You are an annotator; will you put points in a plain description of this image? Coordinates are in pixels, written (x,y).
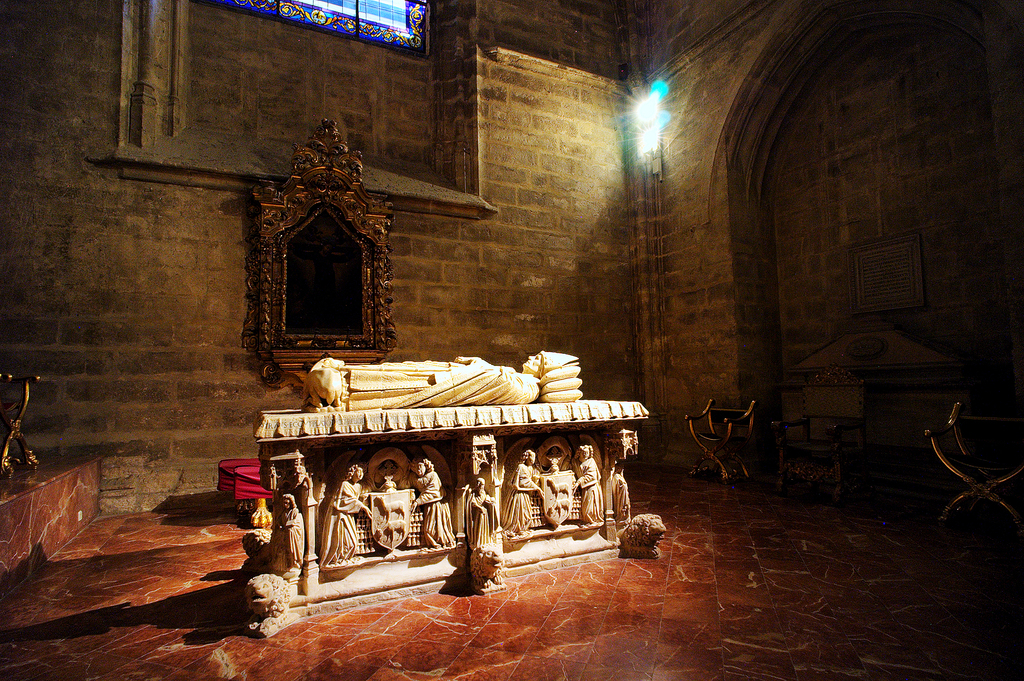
In the center of the image (383,388) there are sculptures (514,450). Behind the sculptures (516,443) there are some objects (253,493). In the background of the image (257,77) there is a photo frame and a mirror (306,223) on the wall (510,206). There are lights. On the right side of the image (831,411) there are chairs (975,467). On the left side of the image (41,510) there is some object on the platform (61,492). At the bottom of the image (698,601) there is a floor (690,598).
